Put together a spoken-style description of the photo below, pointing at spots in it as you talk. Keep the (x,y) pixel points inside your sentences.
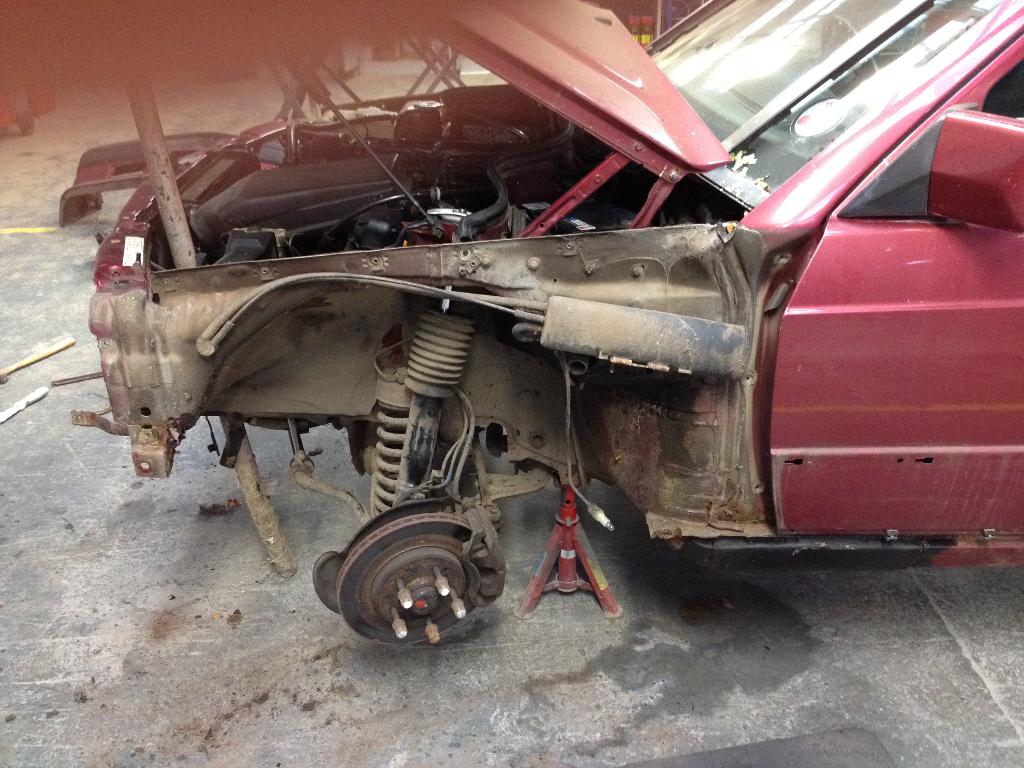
In the center of this picture (479,415) we can see a red color vehicle (734,191). In the foreground (195,489) we can see the ground (78,490). In the background (96,198) there are some objects (426,58).
